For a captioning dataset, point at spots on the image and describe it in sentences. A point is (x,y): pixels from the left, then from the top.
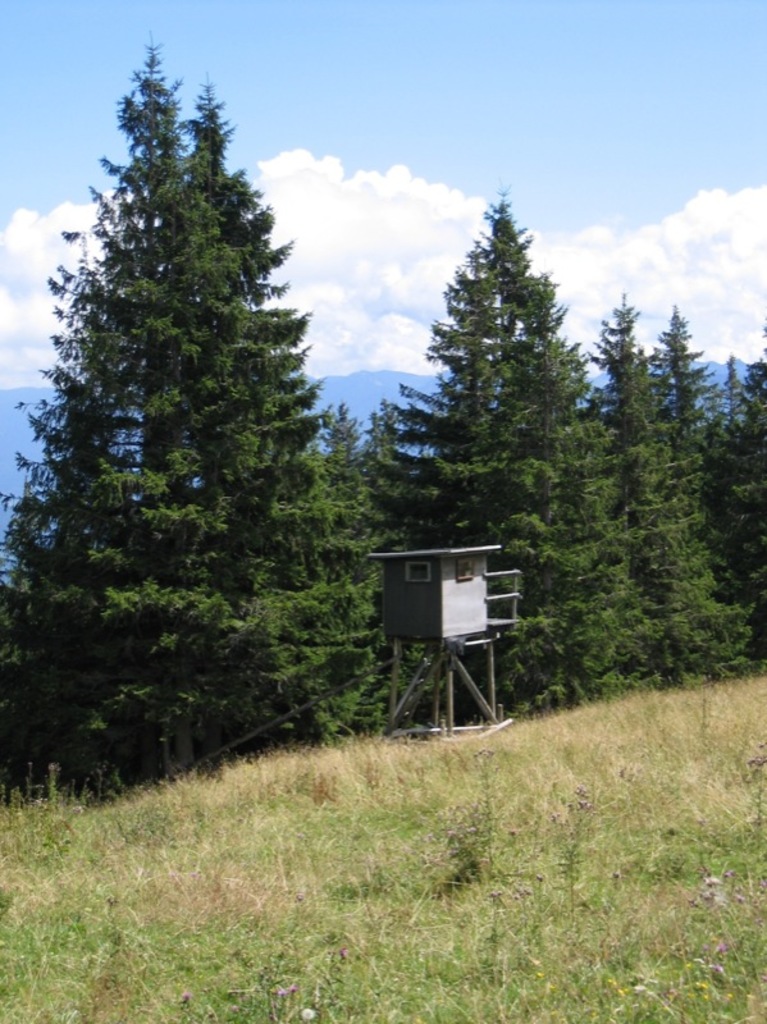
In the background (568,101) we can see the sky (717,237) with clouds (461,242), trees (461,405). There is an object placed near to the trees (431,528). At the bottom (399,899) we can see the grass (533,886).
